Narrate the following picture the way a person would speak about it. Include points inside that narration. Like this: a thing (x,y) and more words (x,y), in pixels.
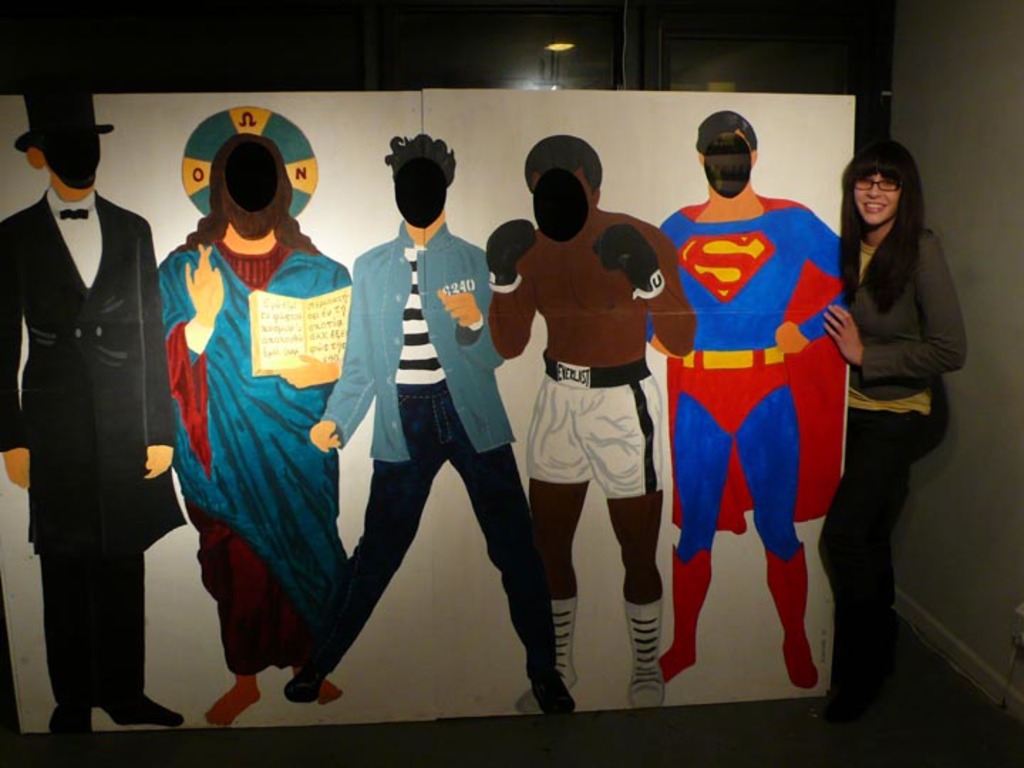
In this picture we can see one board (204,443), on which we can see some persons paintings (361,344), side we can see a woman (932,327) standing and holding.
